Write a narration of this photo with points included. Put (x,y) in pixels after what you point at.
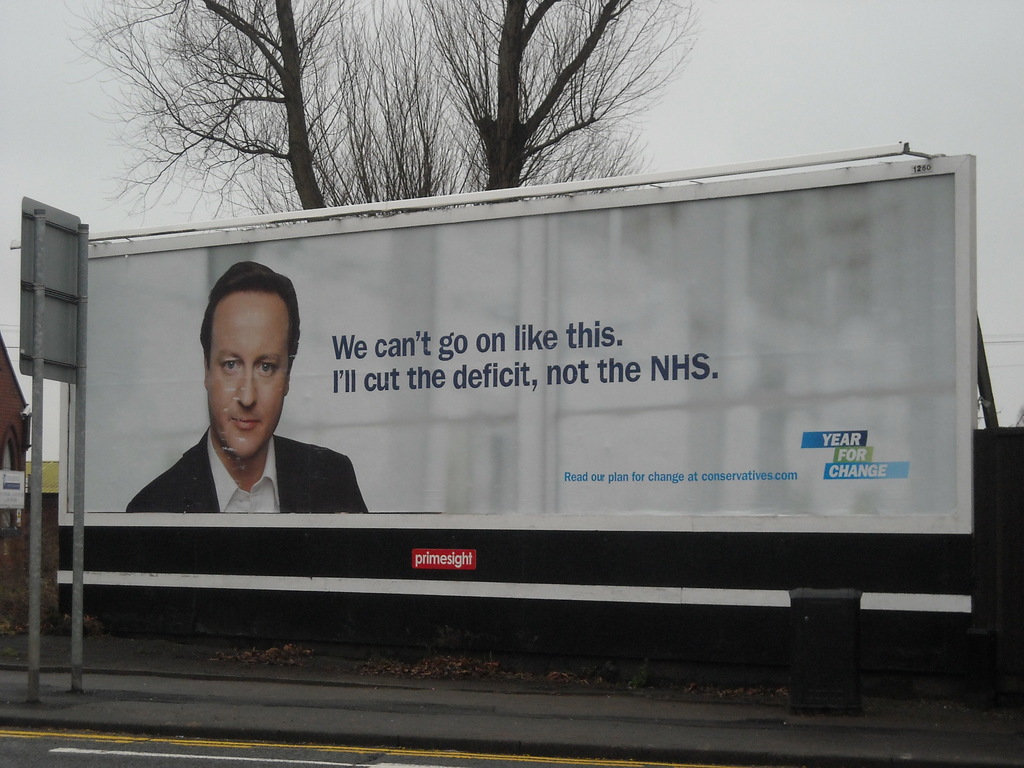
In this image I can see a board (287,481), in the board (306,496) I can see a person's face (249,405) wearing black blazer (298,463), white shirt (261,481). Background (516,7) I can see dried trees (416,108) and sky (736,85) in white color.
